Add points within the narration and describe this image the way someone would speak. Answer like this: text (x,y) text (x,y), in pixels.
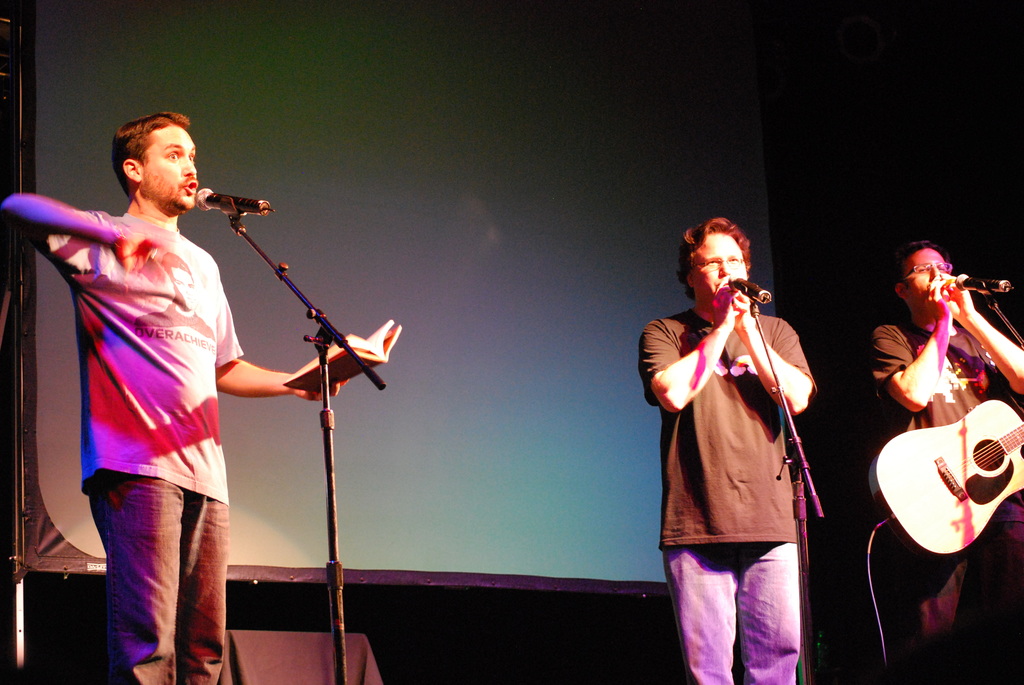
In this image, there are three men (176,296) standing and in the right side (941,377) two people (794,377) holding a microphone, the first person (925,410) is carrying a music instrument (897,461), In the left side (141,325) there is a man (144,283) standing in front of microphone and he is singing a song and holding a book (341,354), In the background (671,177) there is a white color wall (470,135).
